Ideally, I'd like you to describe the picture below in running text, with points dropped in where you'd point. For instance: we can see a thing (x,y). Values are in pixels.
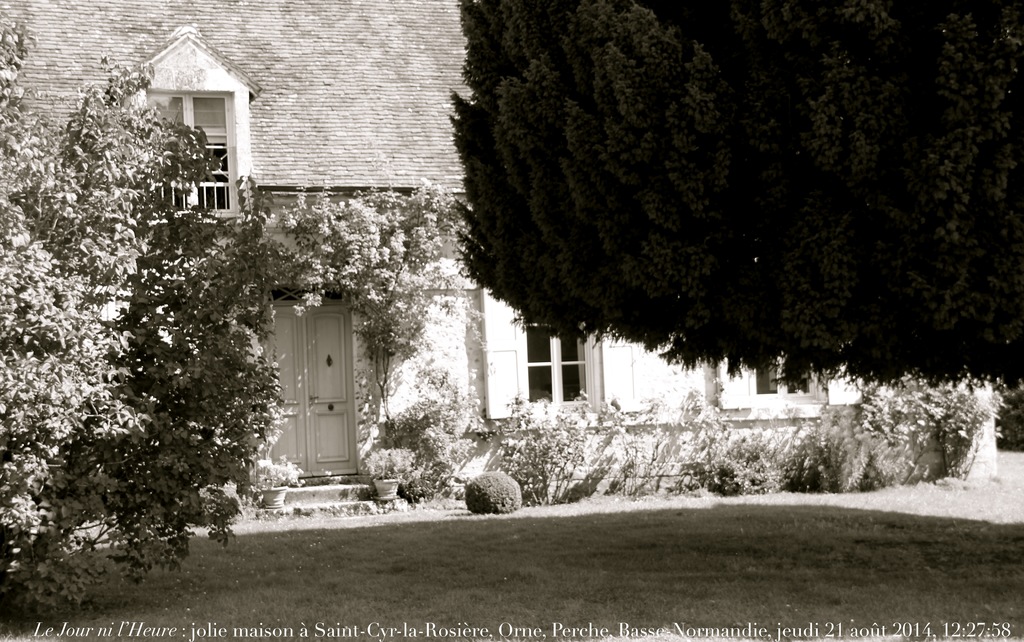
This is a black and white image. In this image we can see building (346,477), windows (555,353), door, trees (141,178), house plants (401,464), shrubs (467,490), plants (554,485) and ground (537,539).
